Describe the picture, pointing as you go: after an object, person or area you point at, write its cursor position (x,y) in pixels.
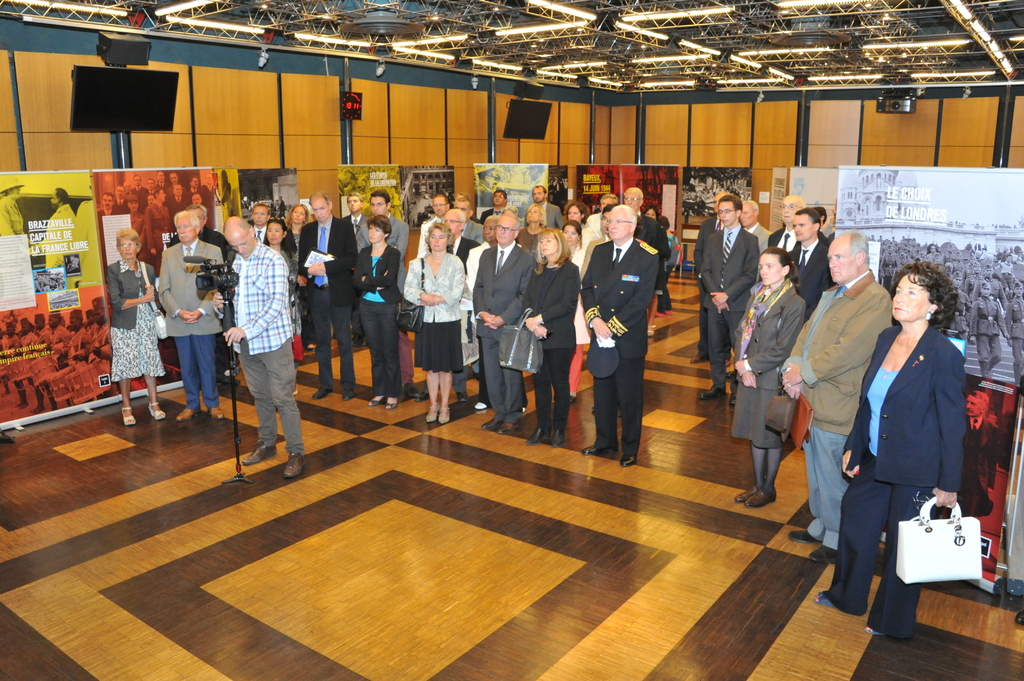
In this picture there is a man (237,288) standing near the camera. We can observe some people (336,275) standing behind him. There were men (630,280) and women (396,281) in this group (739,291). There are some posters (97,219) and photographs (662,186) in this room (941,232). We can observe two televisions (523,119) here. In the background (710,140) there is a wall (369,130) which is in brown color.
